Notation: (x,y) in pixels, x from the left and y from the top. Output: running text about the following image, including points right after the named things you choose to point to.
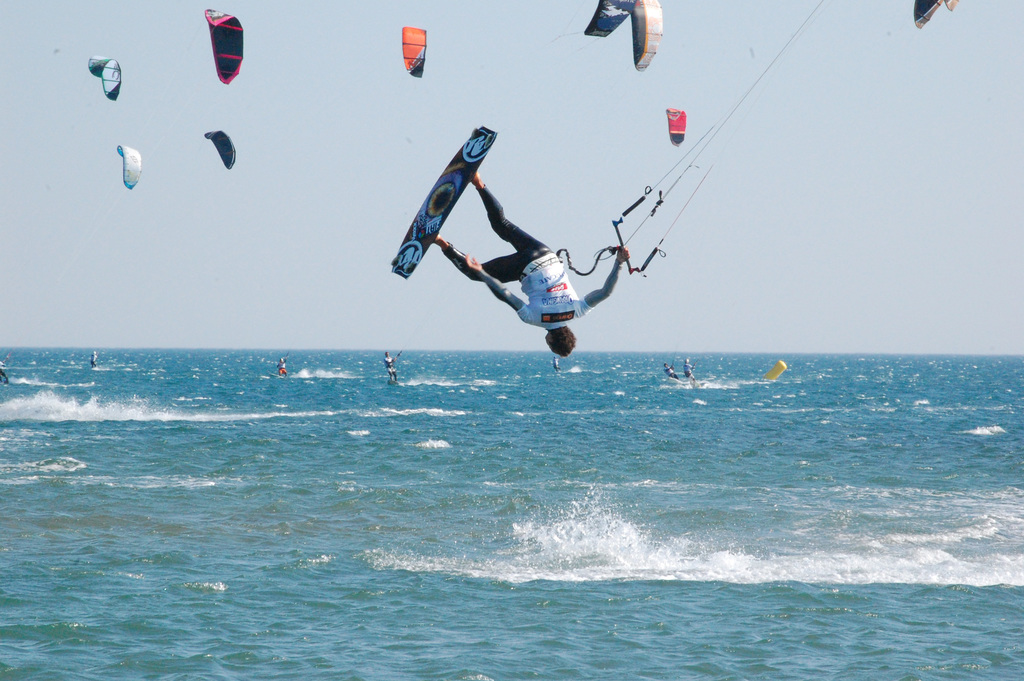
In the center of the image (560,263) we can see a man (561,324) jumping with surfing board (439,192) and holding a rope (662,240). At the bottom (295,505) there is a sea (249,431) and we can see people (386,360) surfing in the sea (673,445). At the top (272,113) there are parachutes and sky (665,129).
